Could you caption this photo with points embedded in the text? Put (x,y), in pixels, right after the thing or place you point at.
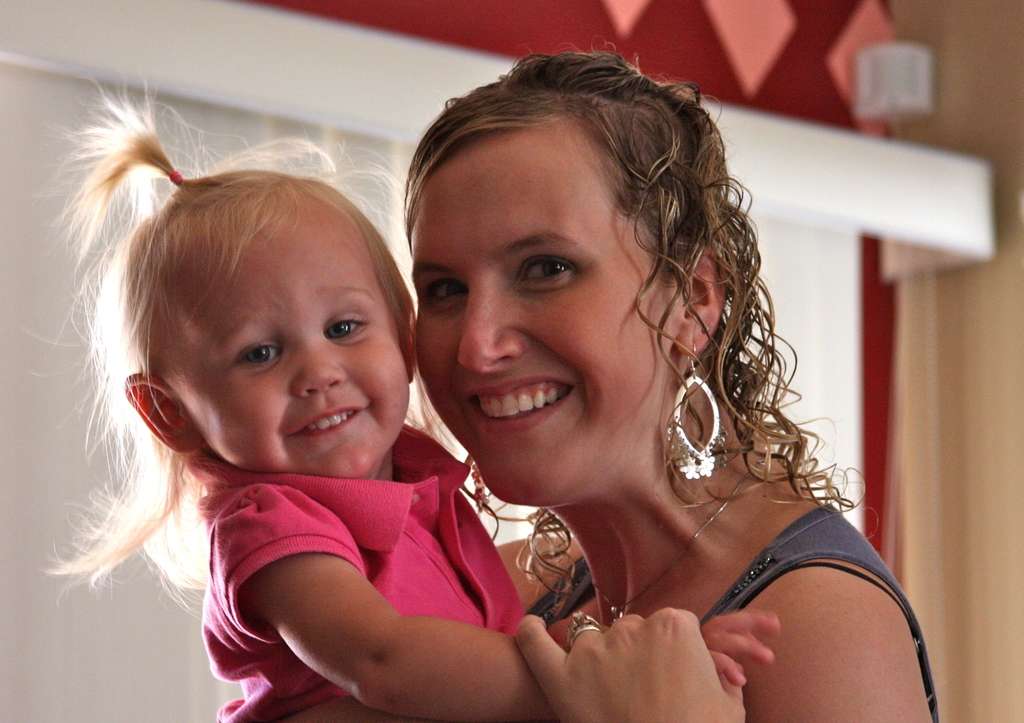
In this image I can see a woman (673,421) wearing black color dress (811,547) is smiling and holding a baby (446,547) wearing pink colored dress (432,559). I can see the blurry background (865,25).
